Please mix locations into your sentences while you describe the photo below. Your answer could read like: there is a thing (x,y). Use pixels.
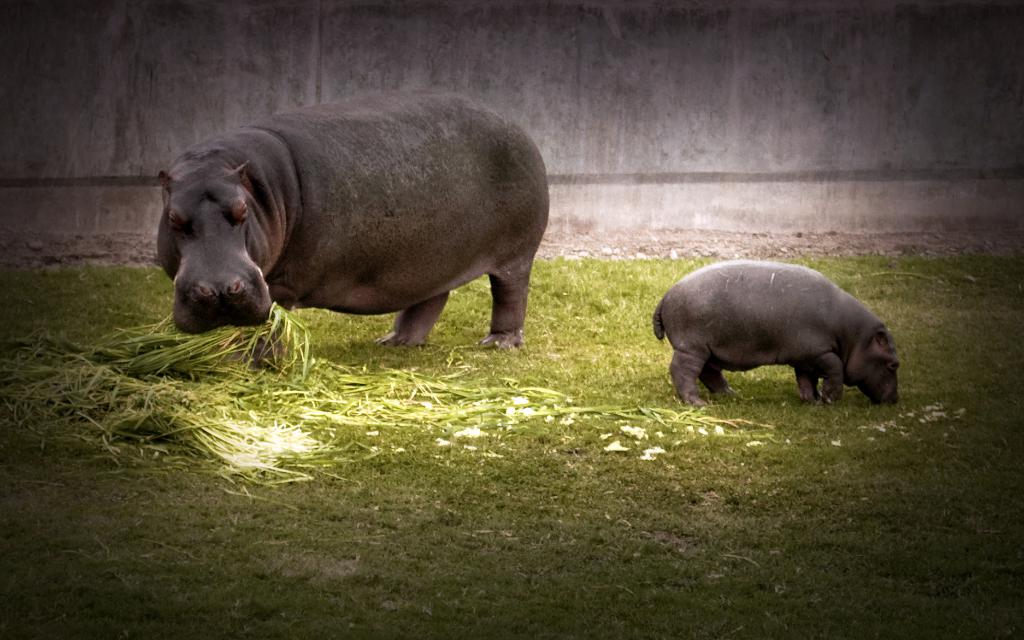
In this image we can see two animals (343,293) on the ground (536,403). One animal (439,248) is holding grass (245,342) with its mouth (256,308).
